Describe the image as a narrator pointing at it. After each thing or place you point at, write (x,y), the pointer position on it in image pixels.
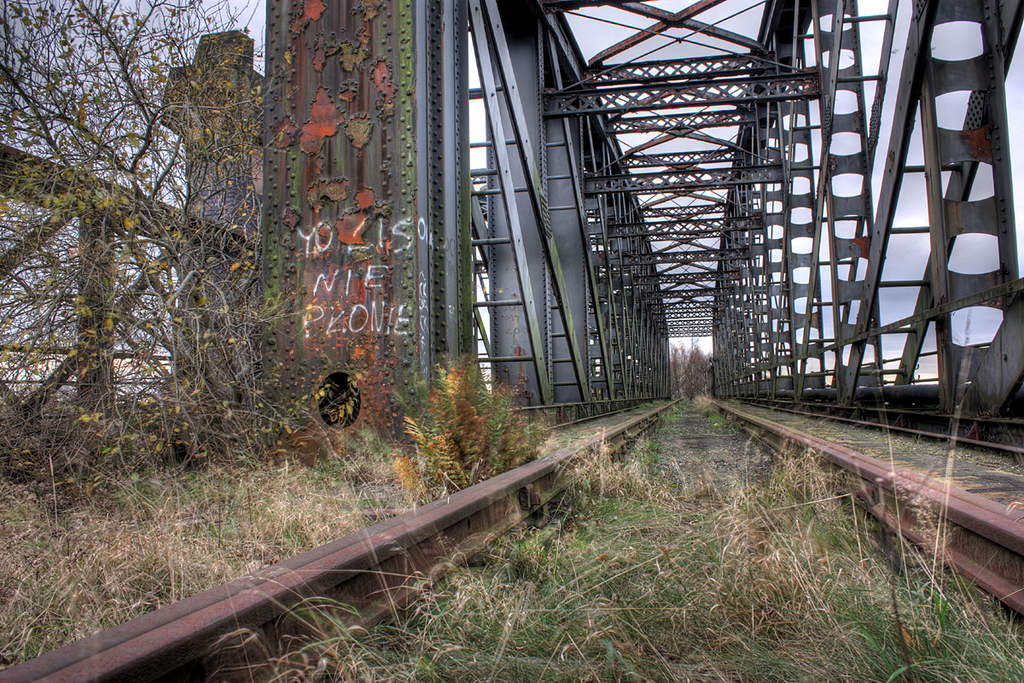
In the foreground of the picture (248,432) there are plants (221,463), grass (17,524), railing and railway track (987,522). In the middle of the picture (379,236) we can see iron frames (713,175). In the background (678,351) there are trees (698,361). At the top (237,13) there is sky (898,43).
